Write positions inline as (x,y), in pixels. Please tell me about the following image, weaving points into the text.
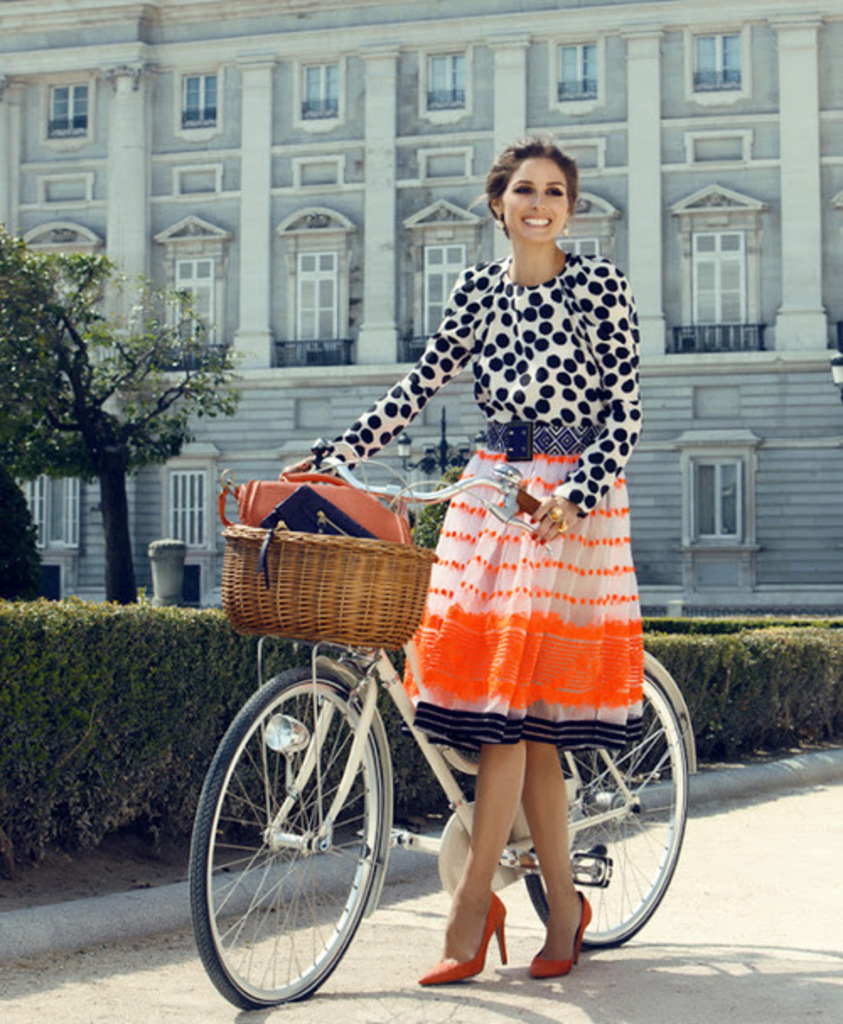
In this image we can see a woman (629,717) standing on the ground (629,967) holding a bicycle (681,835). We can also see some plants (252,751), trees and a building (756,407) with windows (51,540) and pillars (378,200).
